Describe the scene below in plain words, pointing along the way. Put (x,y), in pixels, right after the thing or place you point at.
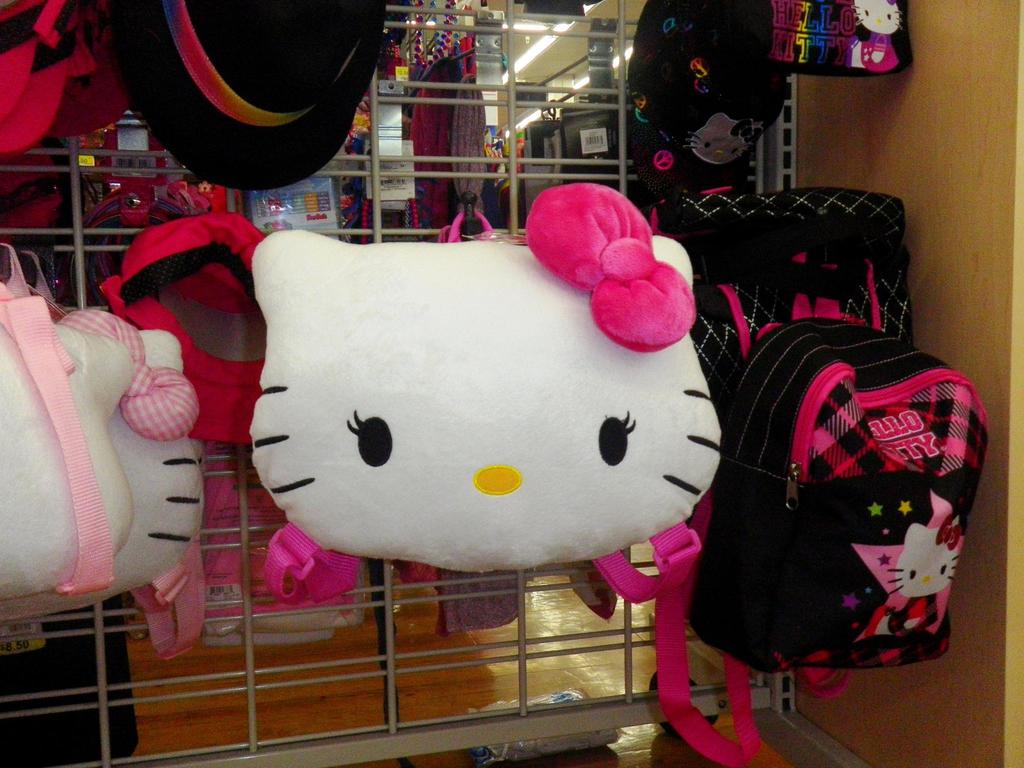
In this picture I can see few caps (317,58) and bags (27,572) hanging to the metal grill (433,728) and I can see few items (474,171) in the store (498,147) and I can see lights (546,40) to the ceiling (555,76).
